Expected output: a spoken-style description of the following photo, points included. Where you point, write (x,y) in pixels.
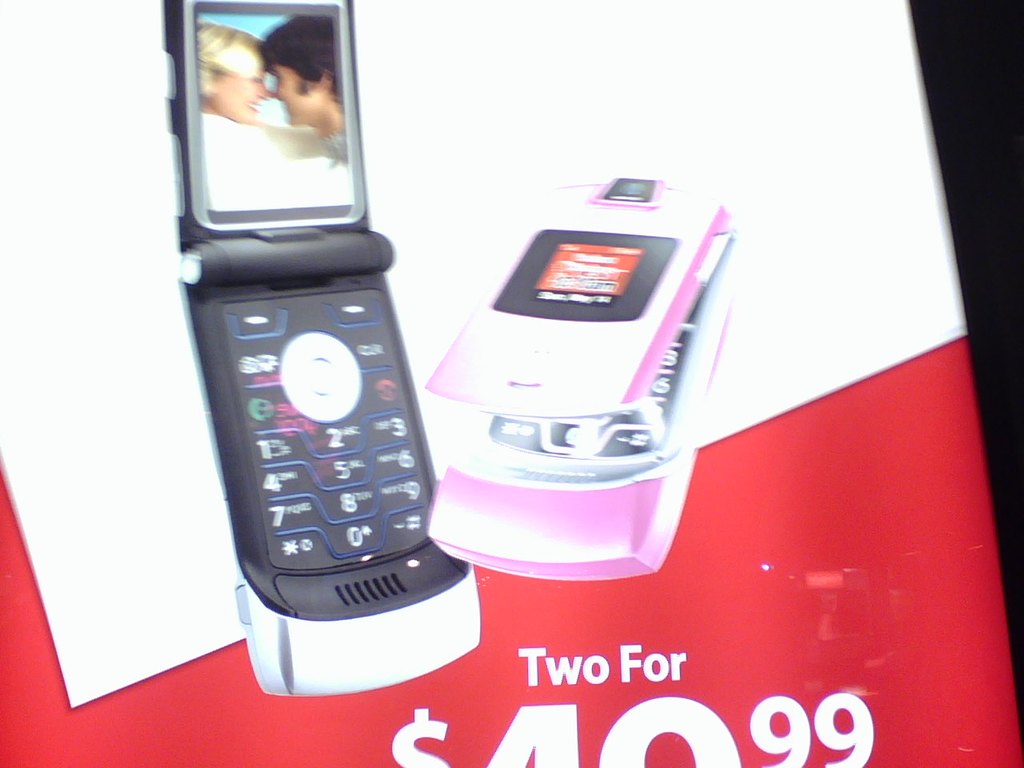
This is a zoomed in picture. In the center (355,282) we can see the two mobile phones (550,300) on the display (287,24) of a mobile phone (279,60), we can see the picture (269,82) of two persons (273,160). At the bottom (793,699) there is a text (440,732) on the image.
